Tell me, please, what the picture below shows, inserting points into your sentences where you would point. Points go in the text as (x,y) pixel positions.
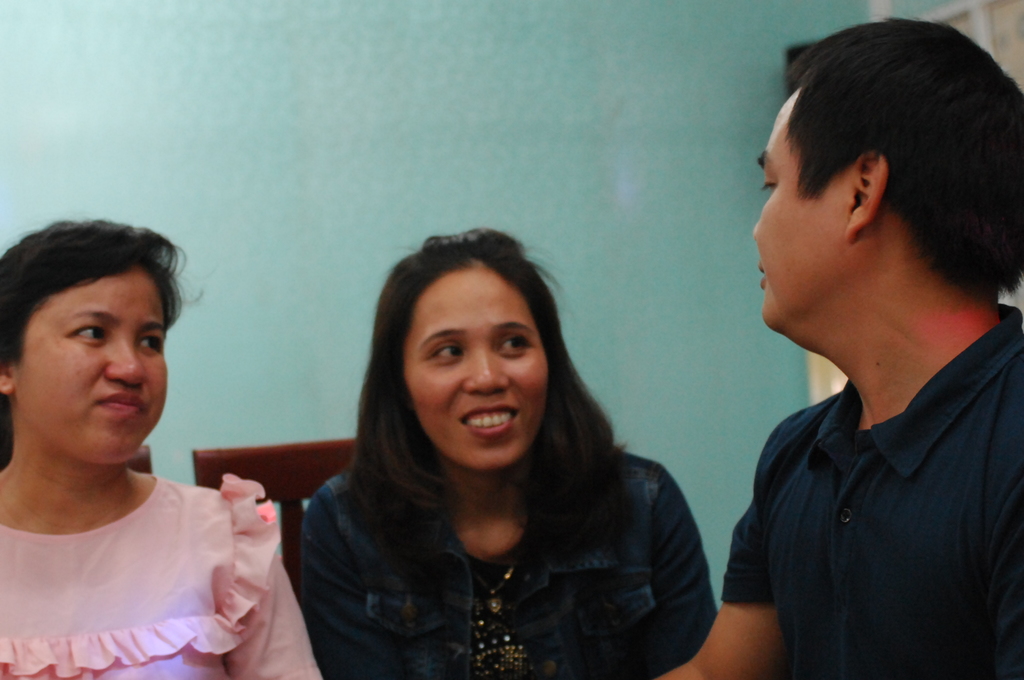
In this picture we can see two women (424,464) and a man (787,515), they are seated on the chairs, in the background (498,132) we can see a wall (552,166).
